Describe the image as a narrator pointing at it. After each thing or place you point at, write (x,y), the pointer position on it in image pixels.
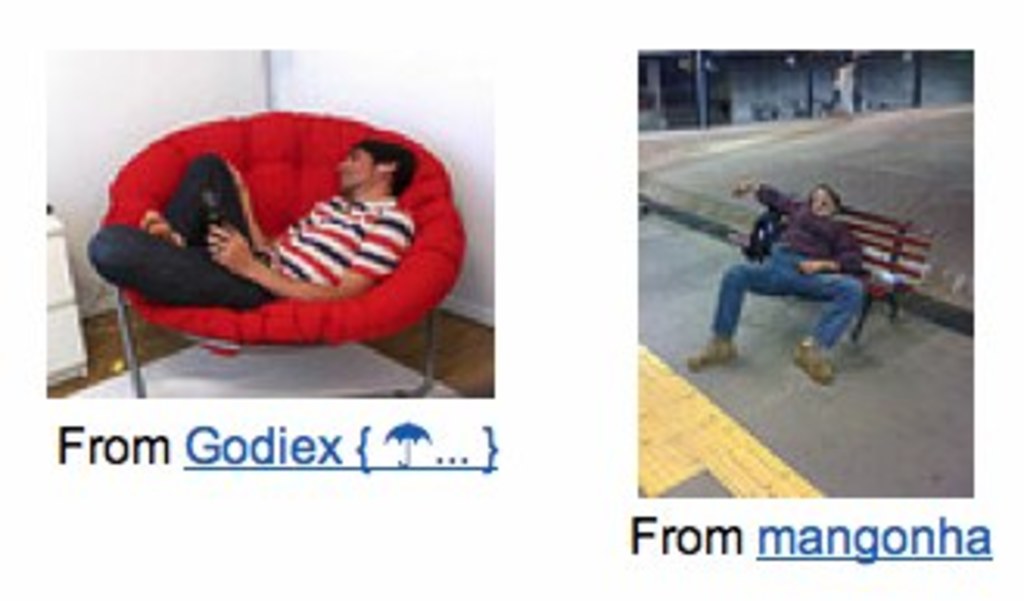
The person (319,218) in the left (319,218) is sleeping in a red sofa (297,191) and there is something written under it and the person (810,261) in the right (816,253) is sleeping on a bench (874,248) and there is something written under it.
